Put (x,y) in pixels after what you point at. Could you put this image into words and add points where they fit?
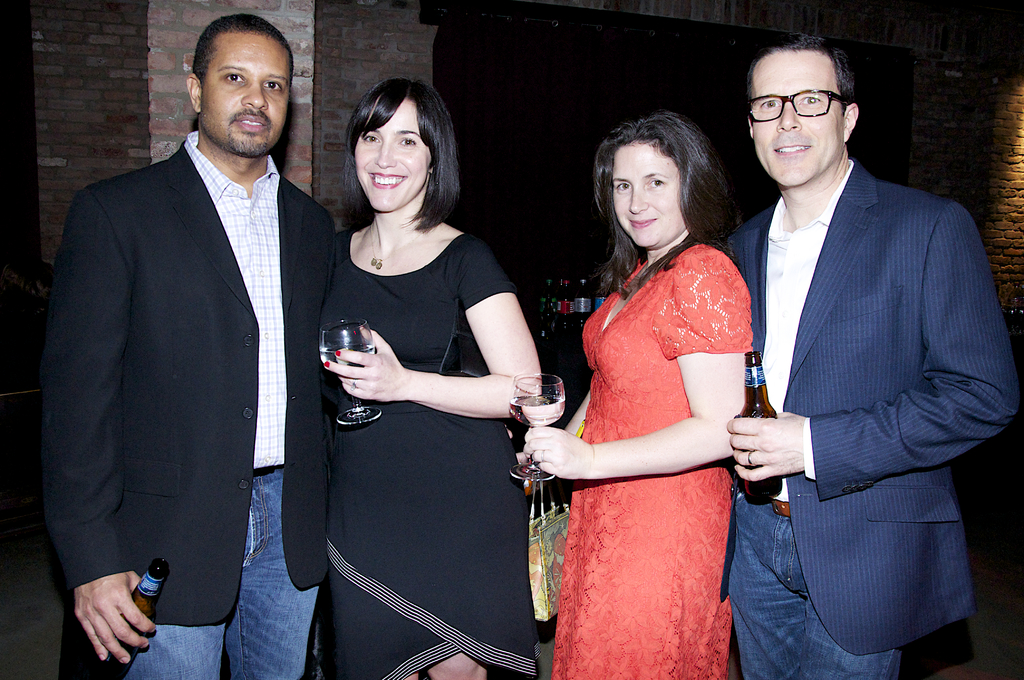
In this Image I see 2 men (249,57) and 2 women (660,647) and all of them are smiling. I can also see that these 2 are holding bottles (761,395) and these 2 are holding glasses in their hands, In the background (82,19) I see the wall (82,37) and few bottles (542,320) over here, I can also see this woman (628,343) is holding a bag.
